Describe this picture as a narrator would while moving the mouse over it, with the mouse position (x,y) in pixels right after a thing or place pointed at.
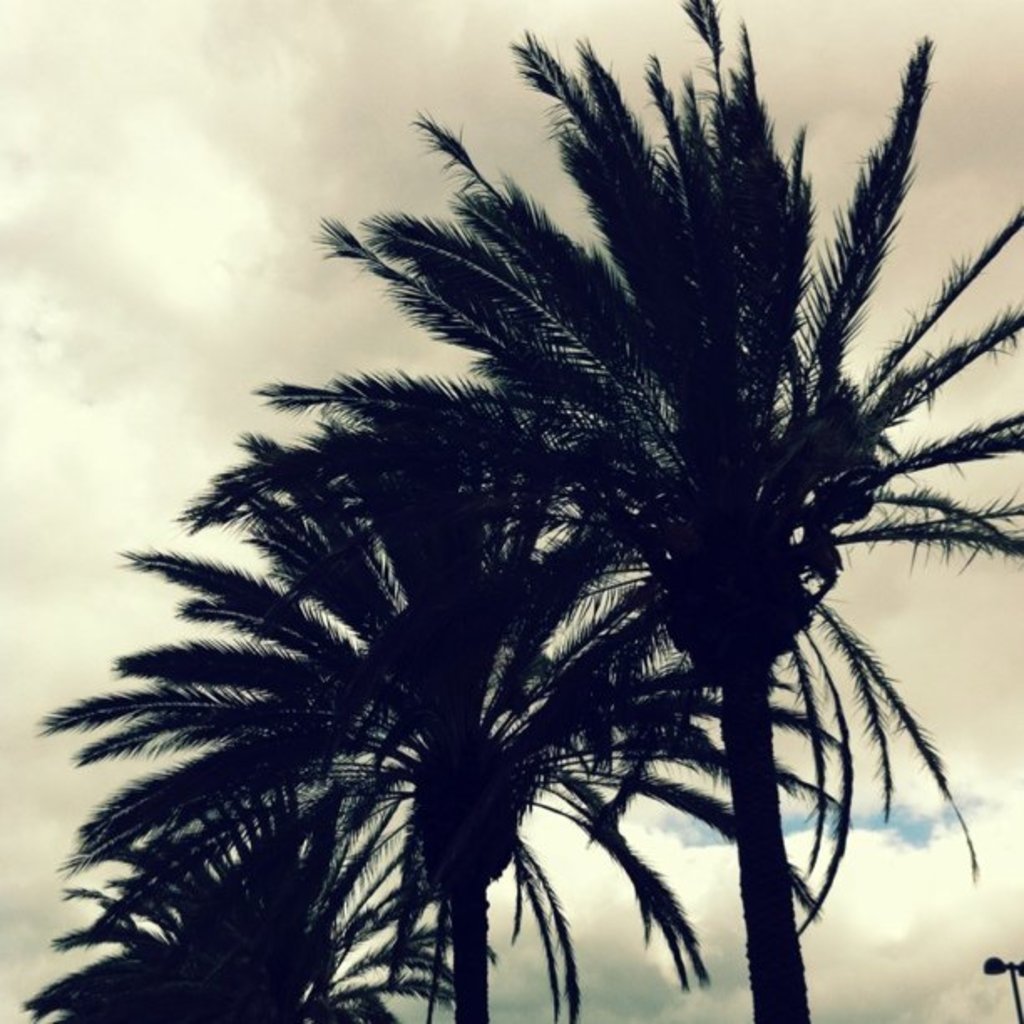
In this picture, we see trees (551,553). In the right bottom of the picture (1021,1023), we see a street light (990,968). In the background (971,964), we see the sky (544,143) and the clouds (86,243).
